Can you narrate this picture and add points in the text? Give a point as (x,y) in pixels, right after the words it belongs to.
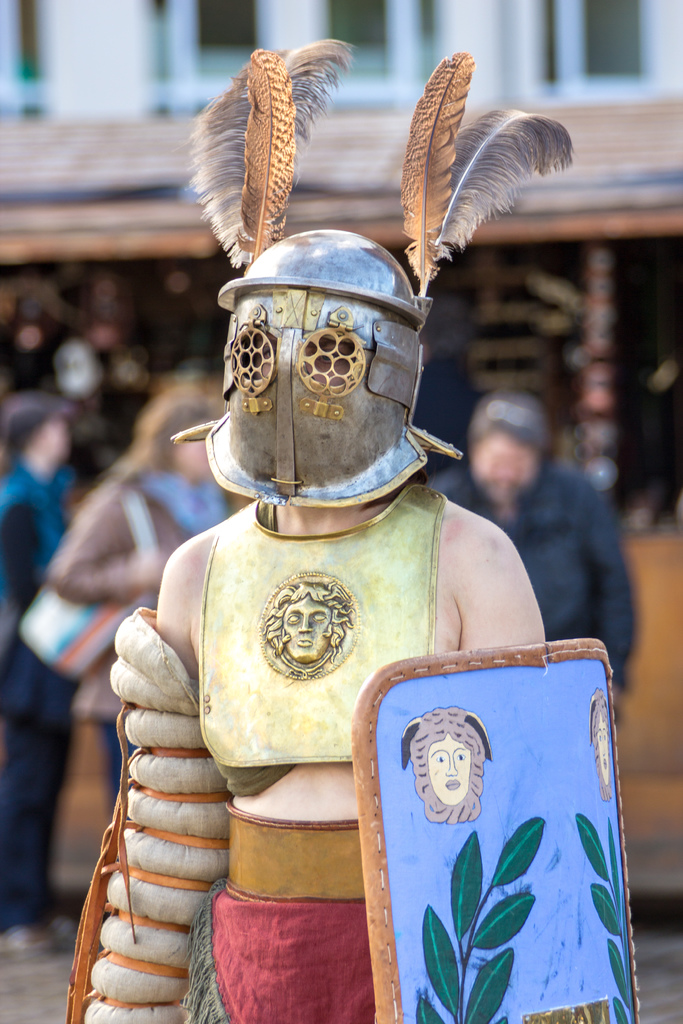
In this image there is a woman (349,632) she is wearing shields (253,655), behind her there are two men (515,488) and a woman (133,563), the background (11,175) is blurry.
